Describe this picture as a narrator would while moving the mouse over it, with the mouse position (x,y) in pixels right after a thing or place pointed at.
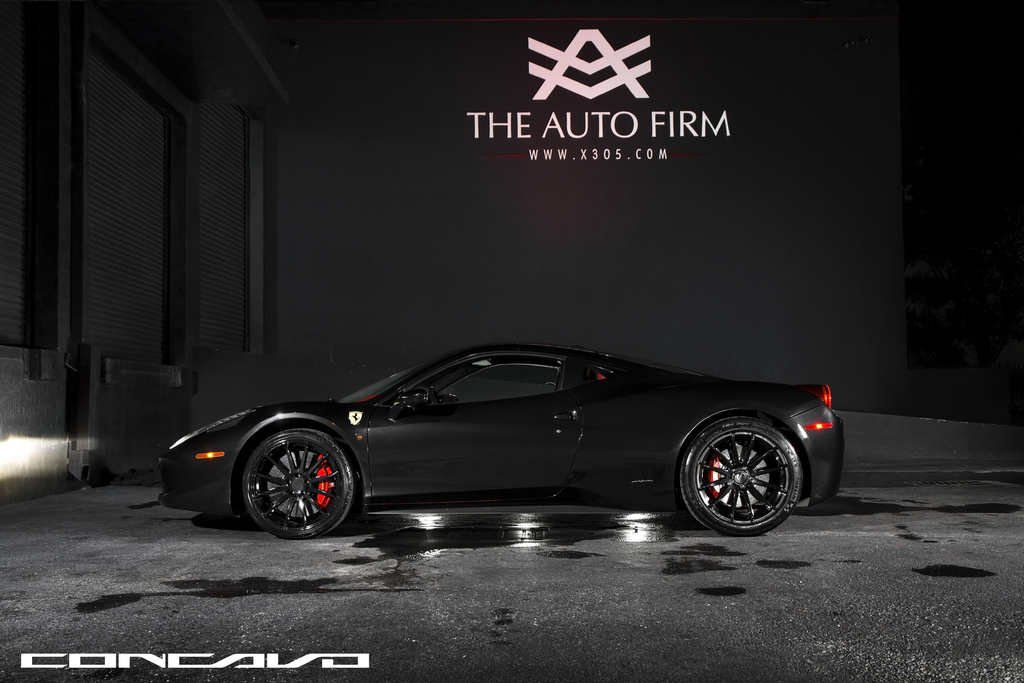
In the bottom left (176,658), there is a watermark (297,663). In the background (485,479), there is a vehicle (621,480) parked on the floor (172,645) and there is a hoarding (549,82) on the wall (465,227). And the background (487,253) is gray in color.
